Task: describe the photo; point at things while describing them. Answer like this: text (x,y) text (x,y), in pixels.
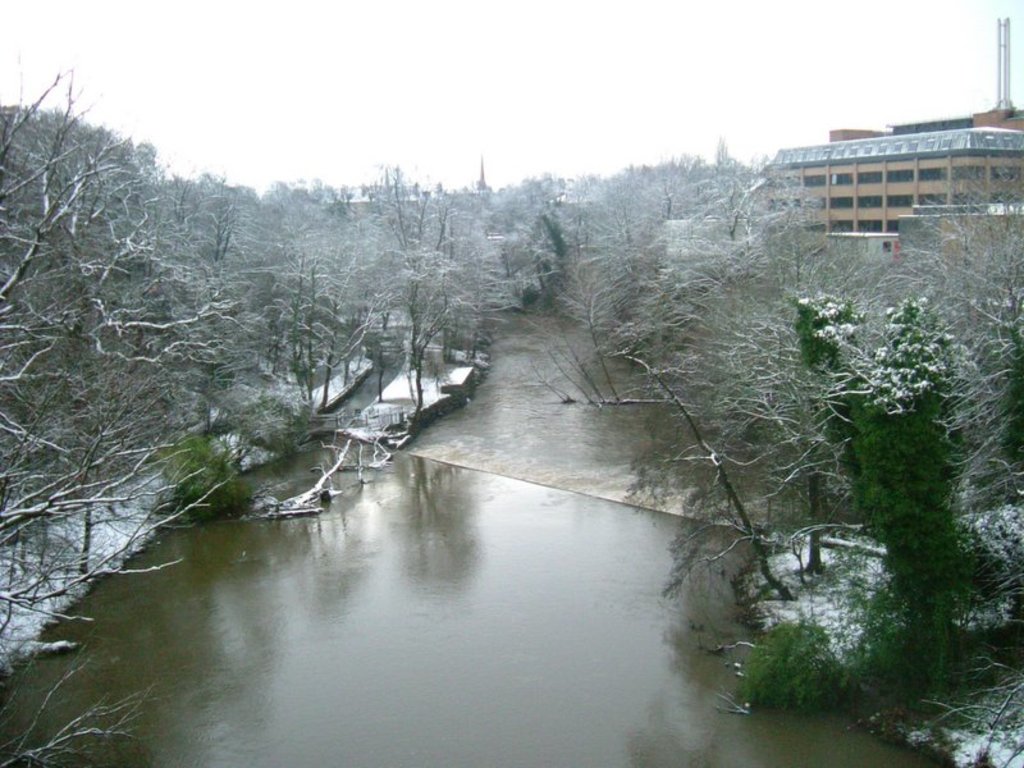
In this image I can see the water (504,683), background (788,247) I can see few trees (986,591) in green color and I can also see few dried trees (462,215), a building (876,215) in brown color, few poles (1006,51) and the sky (490,53) is in white color.
